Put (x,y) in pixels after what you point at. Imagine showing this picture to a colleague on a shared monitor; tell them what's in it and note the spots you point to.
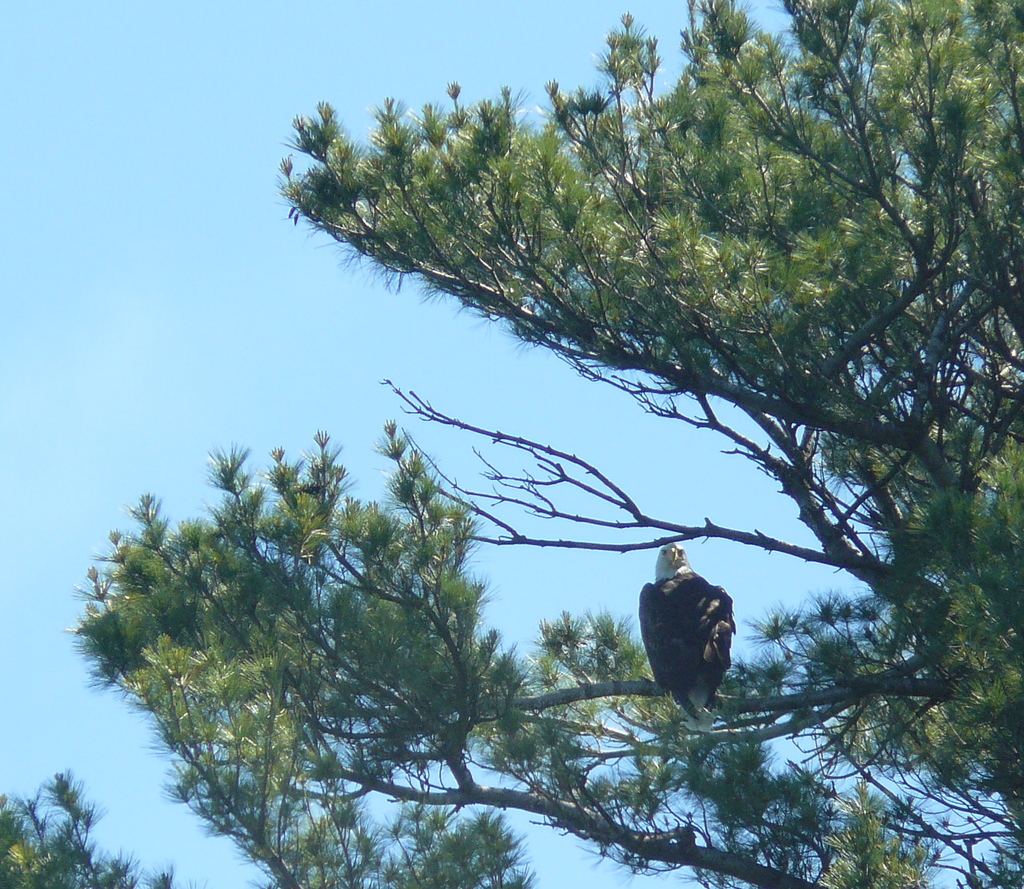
In this image we can see a bird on the branch (620,683) of a tree (584,309). In the background (348,270) we can see the sky (9,572).
